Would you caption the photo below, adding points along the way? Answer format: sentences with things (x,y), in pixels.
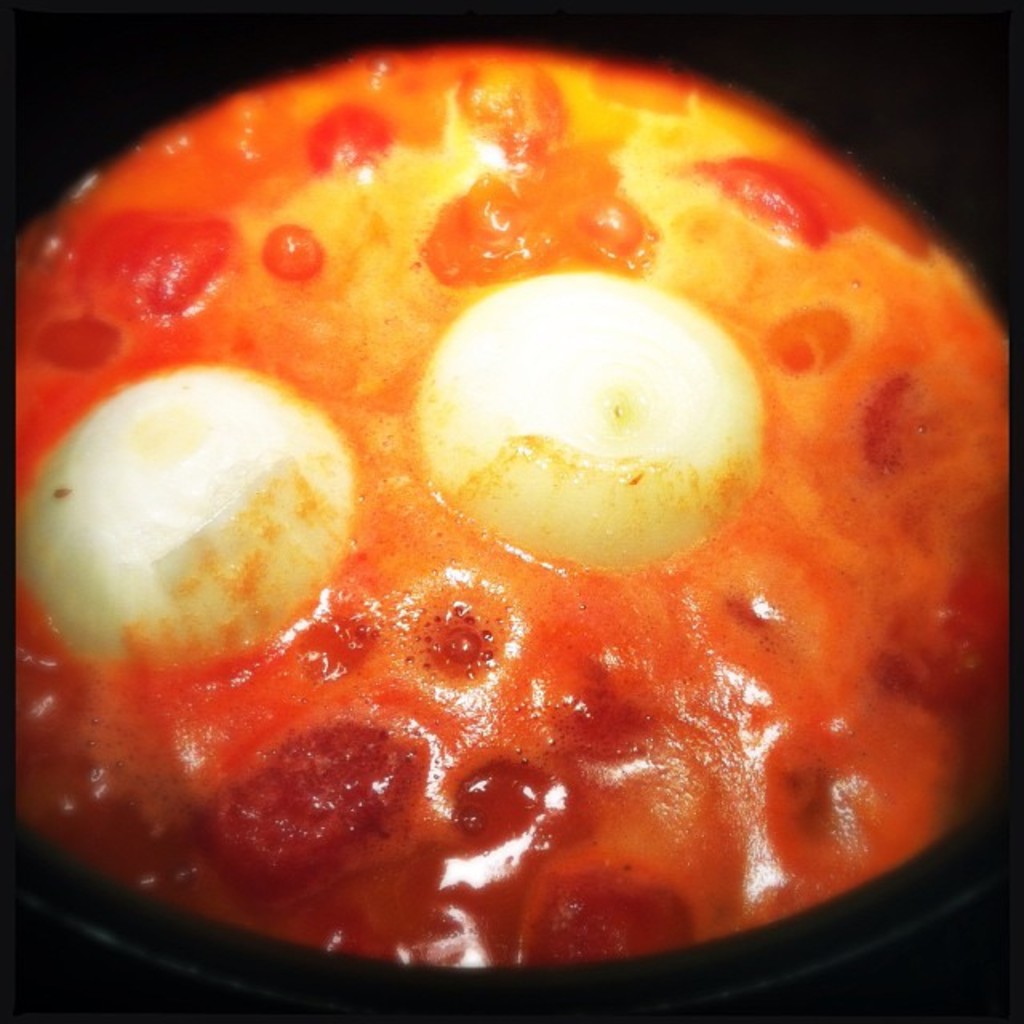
In the picture I can see something (472,509) in white, red and yellow in color. The background of the image is dark.
